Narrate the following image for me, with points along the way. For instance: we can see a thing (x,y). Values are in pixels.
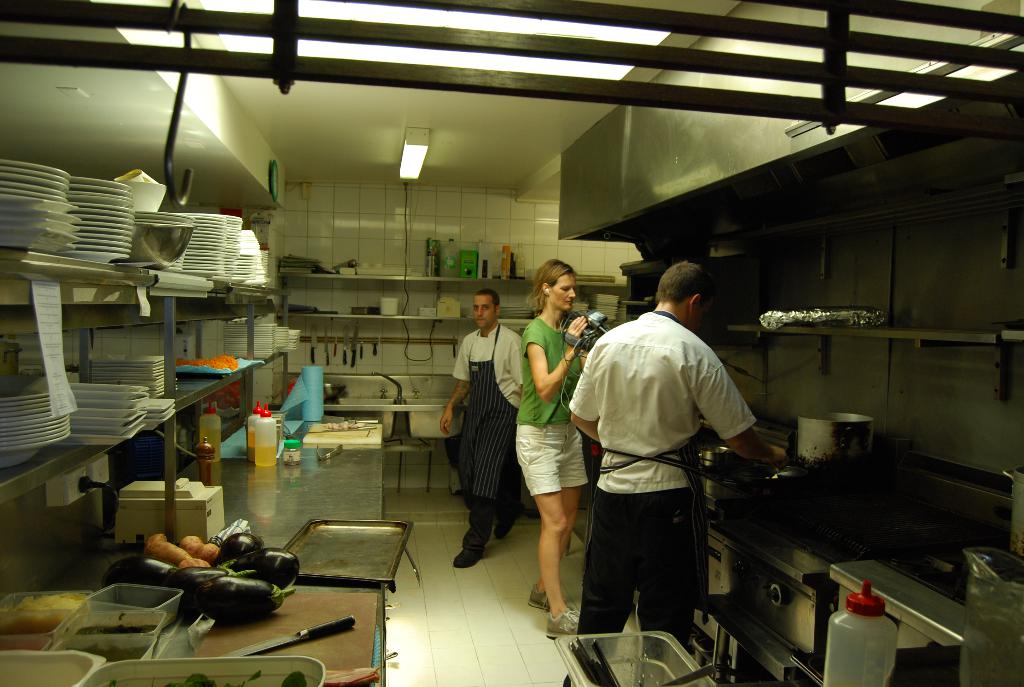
In the image we can see there three people (549,396) standing, they are wearing clothes (536,465) and shoes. This person (561,380) is holding a video camera (572,341) in hand (572,341), these are the vegetables (256,563), knife (311,632), box (118,609), plate (93,423), bottle (248,434), light (416,147), cable wire (404,182) and the kitchen stuff (235,443).
